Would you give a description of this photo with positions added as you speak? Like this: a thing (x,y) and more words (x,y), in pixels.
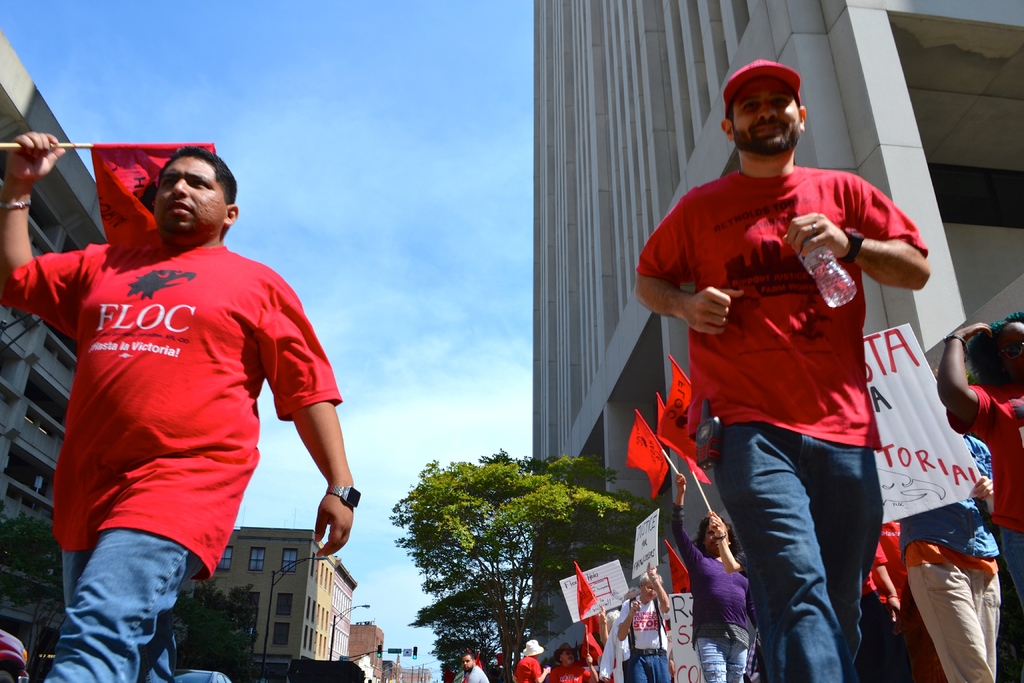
In this image we can see some group of persons (637,593) walking on the roads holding some boards (612,596), flags (584,625) in their hands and on left (259,625) and right side of the image (691,507) there are some trees (475,584), buildings (370,626) and top of the image (279,177) there is clear sky (385,421).
